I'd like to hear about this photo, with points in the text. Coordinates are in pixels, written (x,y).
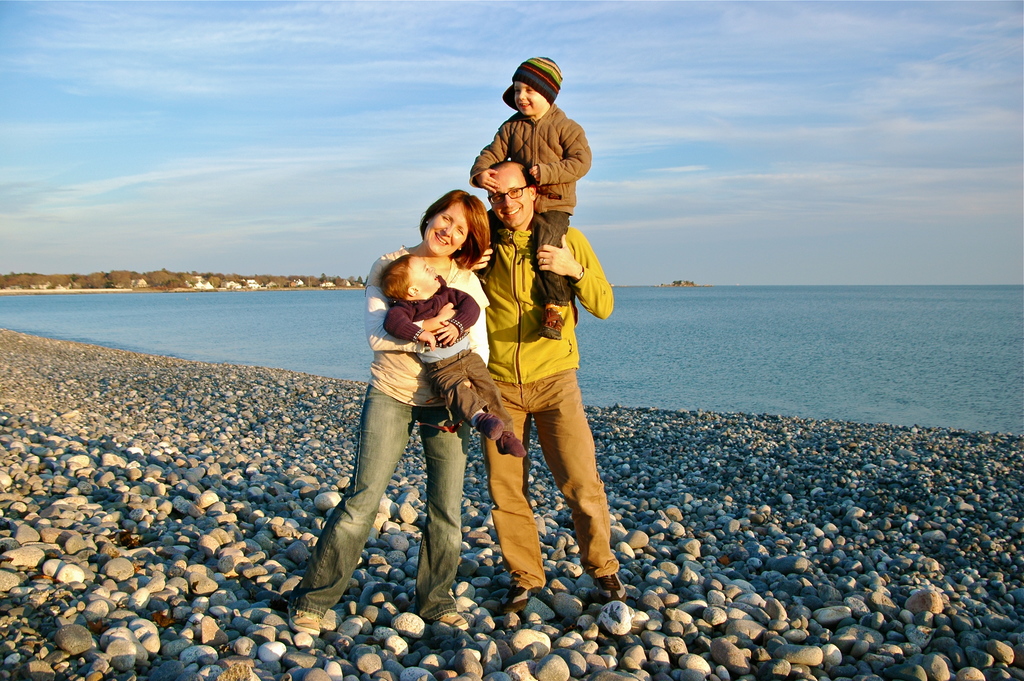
In this picture there are persons (468,340) standing in the center (476,367) and smiling. In the background (324,317) there is water (705,335) and on the ground (170,496) there are stones (200,455) and the sky (674,132) is cloudy.
